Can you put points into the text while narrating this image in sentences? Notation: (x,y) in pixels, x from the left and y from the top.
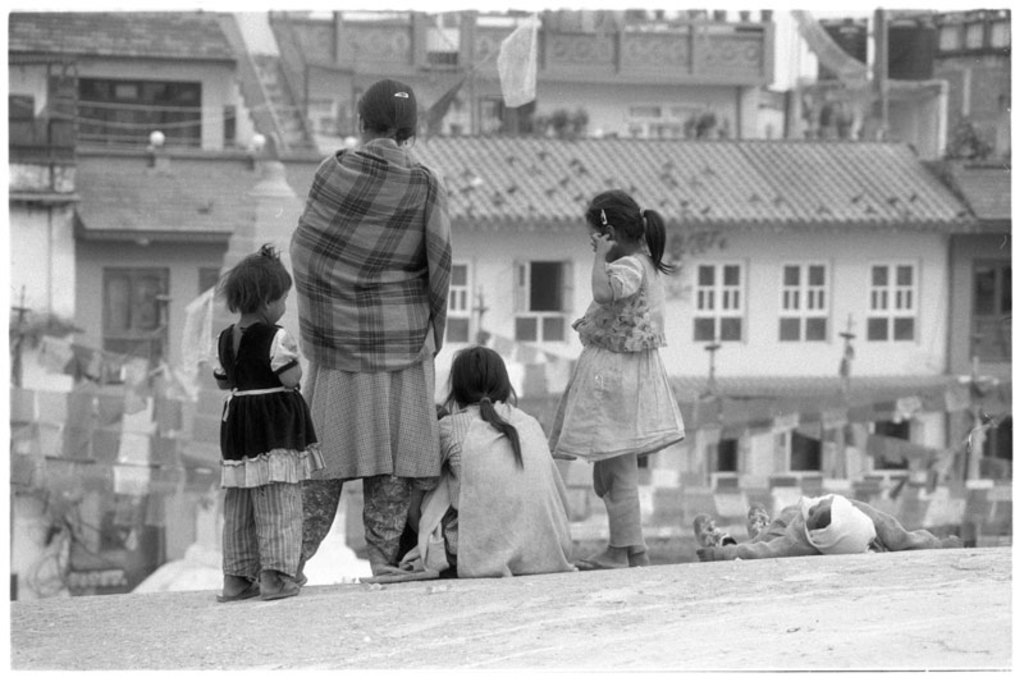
In this black and white picture a woman (521,509) is sitting on the floor (640,590). A person (814,549) is lying on the floor (823,565). Two girls (262,519) and a woman (386,415) are standing. Background (18,537) there are few buildings (918,387).
